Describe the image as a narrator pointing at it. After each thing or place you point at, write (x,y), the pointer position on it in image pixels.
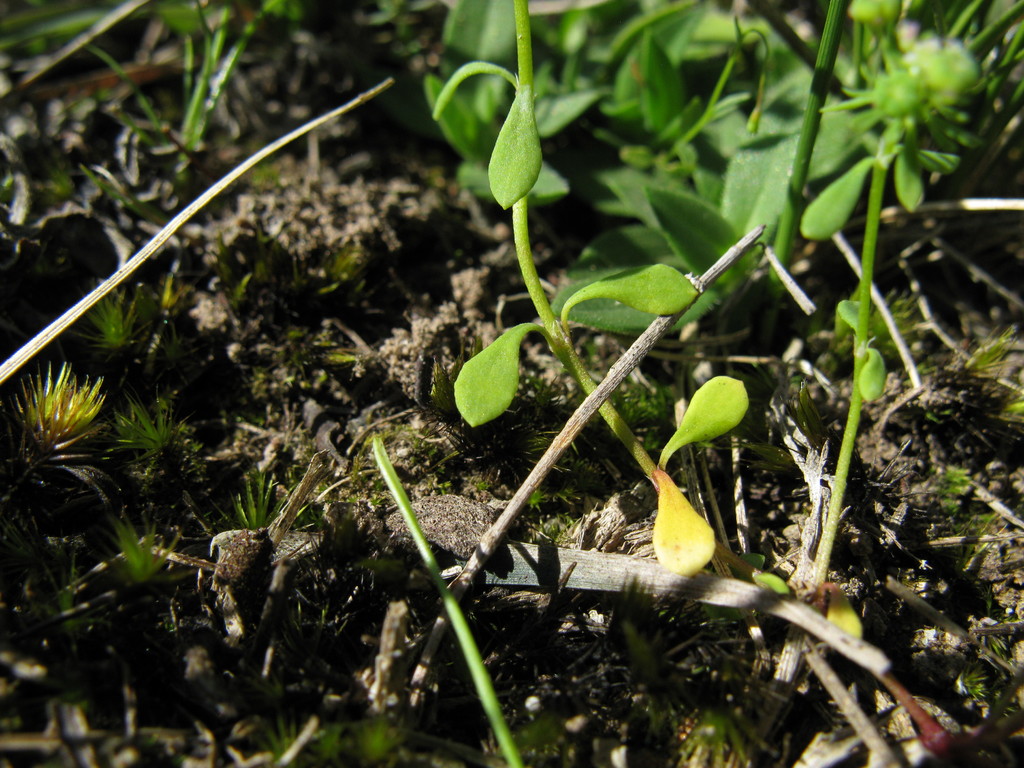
In this image I can see the ground (341,313) which is brown in color and few plants (641,60) which are green and yellow in color.
